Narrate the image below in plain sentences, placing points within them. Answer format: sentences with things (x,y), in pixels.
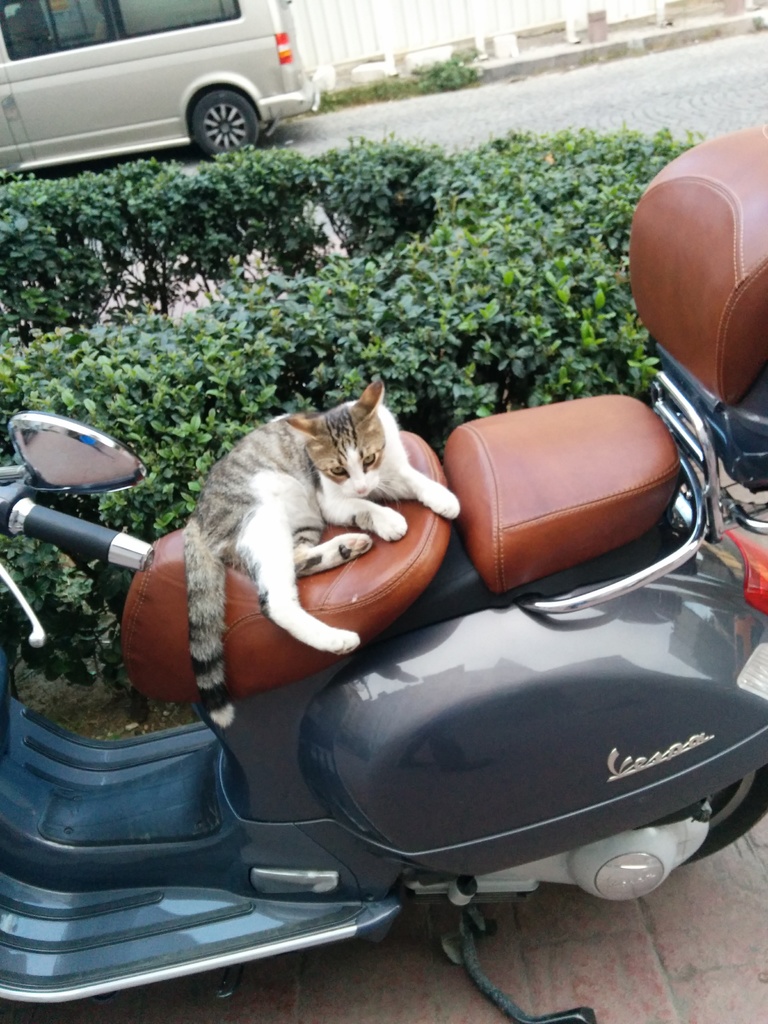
In this picture we can see a cat (203,549) sitting on scooter (582,458) and in background (433,433) we can see a vehicle (106,21) on road (647,69), trees (380,229).
